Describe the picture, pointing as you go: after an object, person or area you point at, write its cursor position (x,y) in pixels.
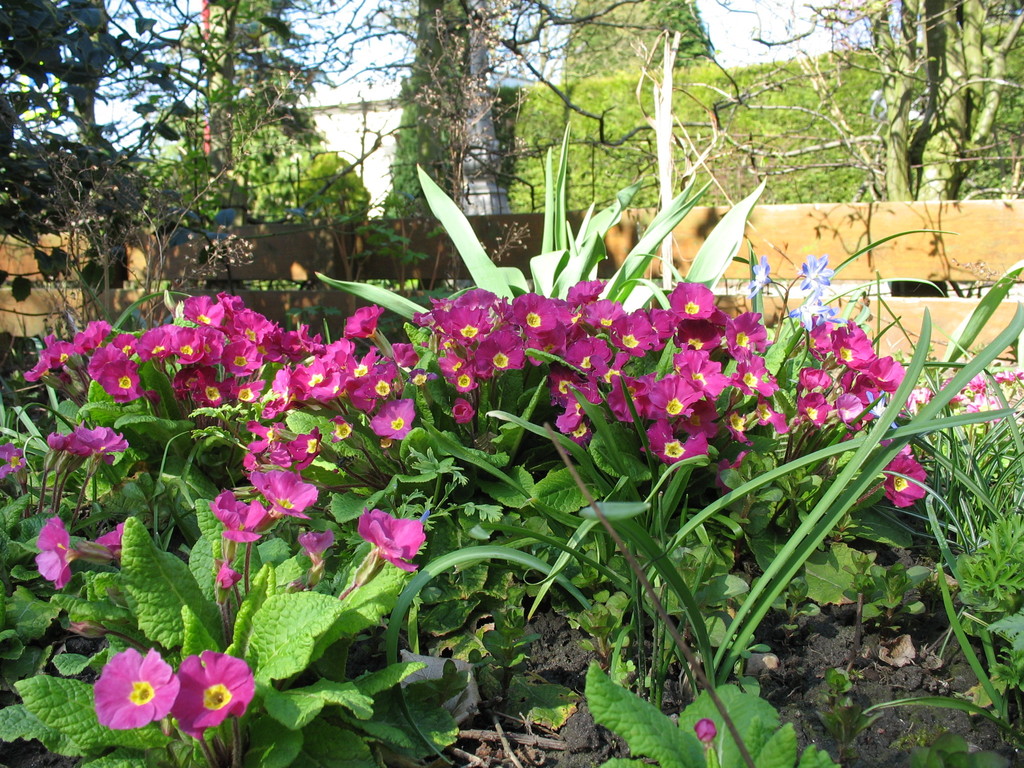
This picture is clicked outside. In the foreground (598,667) we can see the pink color flowers (310,384), plants (688,478) and in the center (436,261) we can see the wooden fence (887,220), trees (451,177) and some other objects (348,123). In the background (741,17) we can see the sky (762,51) and some other objects (373,141).
